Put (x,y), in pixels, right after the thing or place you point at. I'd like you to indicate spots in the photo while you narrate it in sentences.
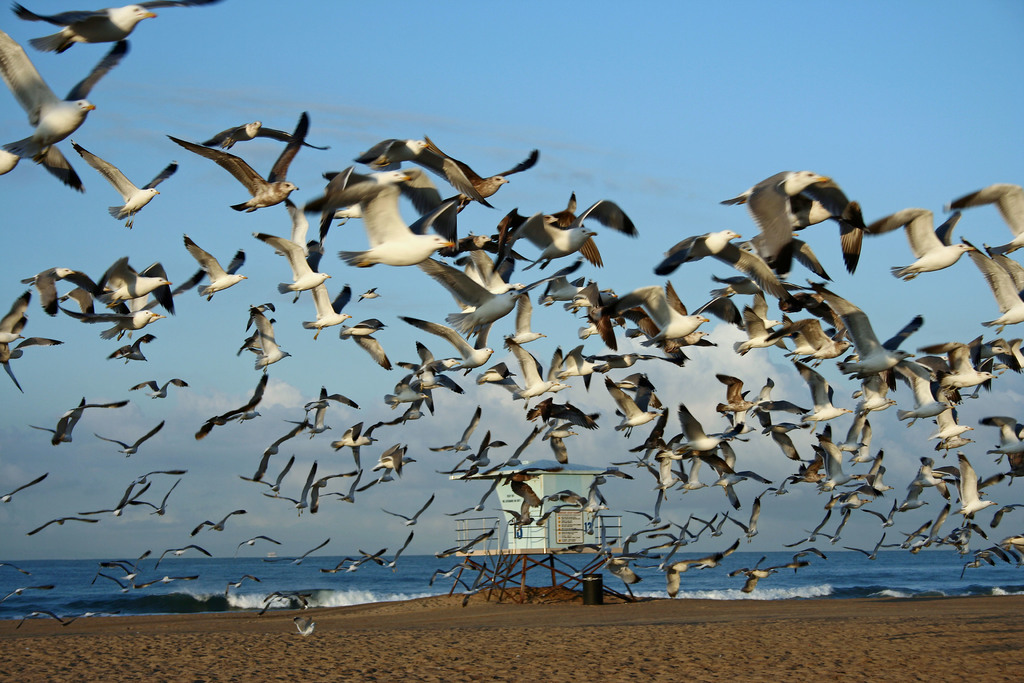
There are many birds (532,331) flying in the air (508,361) and there are water (297,567) in the background (783,582).
